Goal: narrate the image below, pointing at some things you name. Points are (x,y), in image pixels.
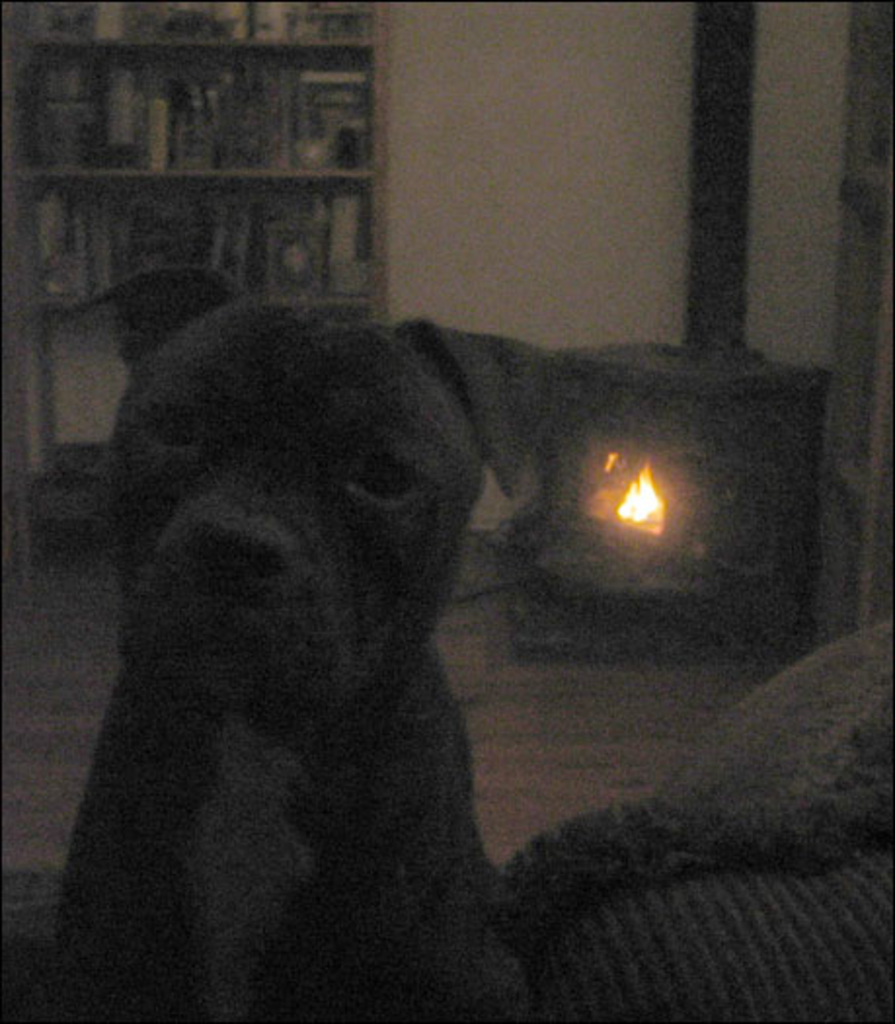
This picture shows a dog (314,851) and we see a fireplace (634,501) and books (73,34) in the bookshelf (48,13) and the dog (267,704) is black in color.
